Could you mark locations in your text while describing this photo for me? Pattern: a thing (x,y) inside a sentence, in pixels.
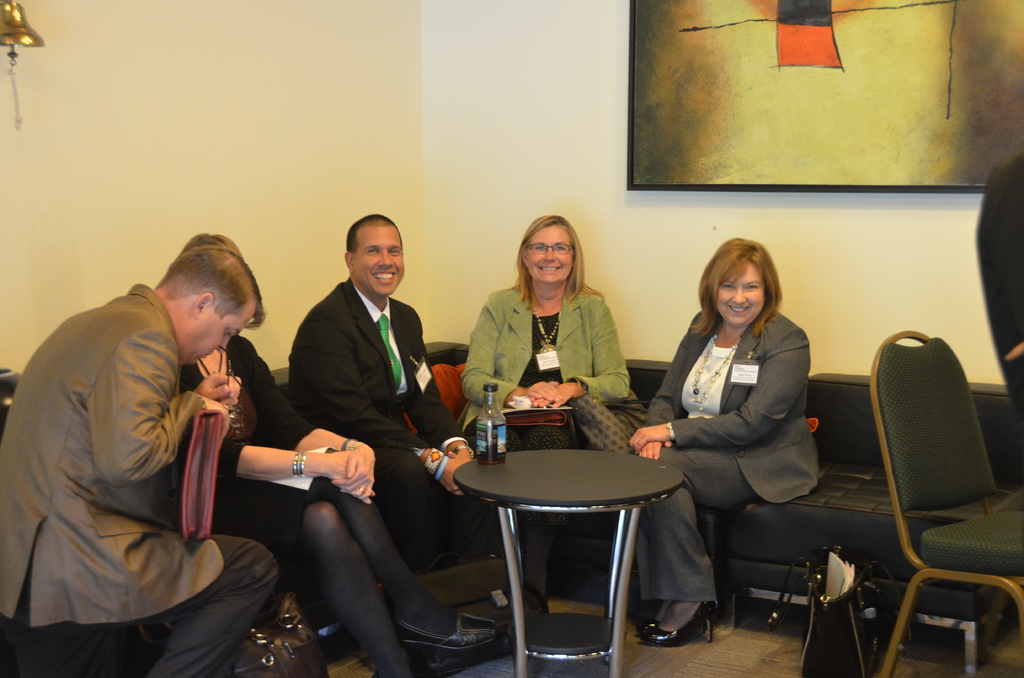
This is the picture of five people (519,299) sitting on the sofa (812,526) in front of the table (620,498) on which there is a bottle (490,407) and behind them there is a frame (628,162) to the wall (125,147).
